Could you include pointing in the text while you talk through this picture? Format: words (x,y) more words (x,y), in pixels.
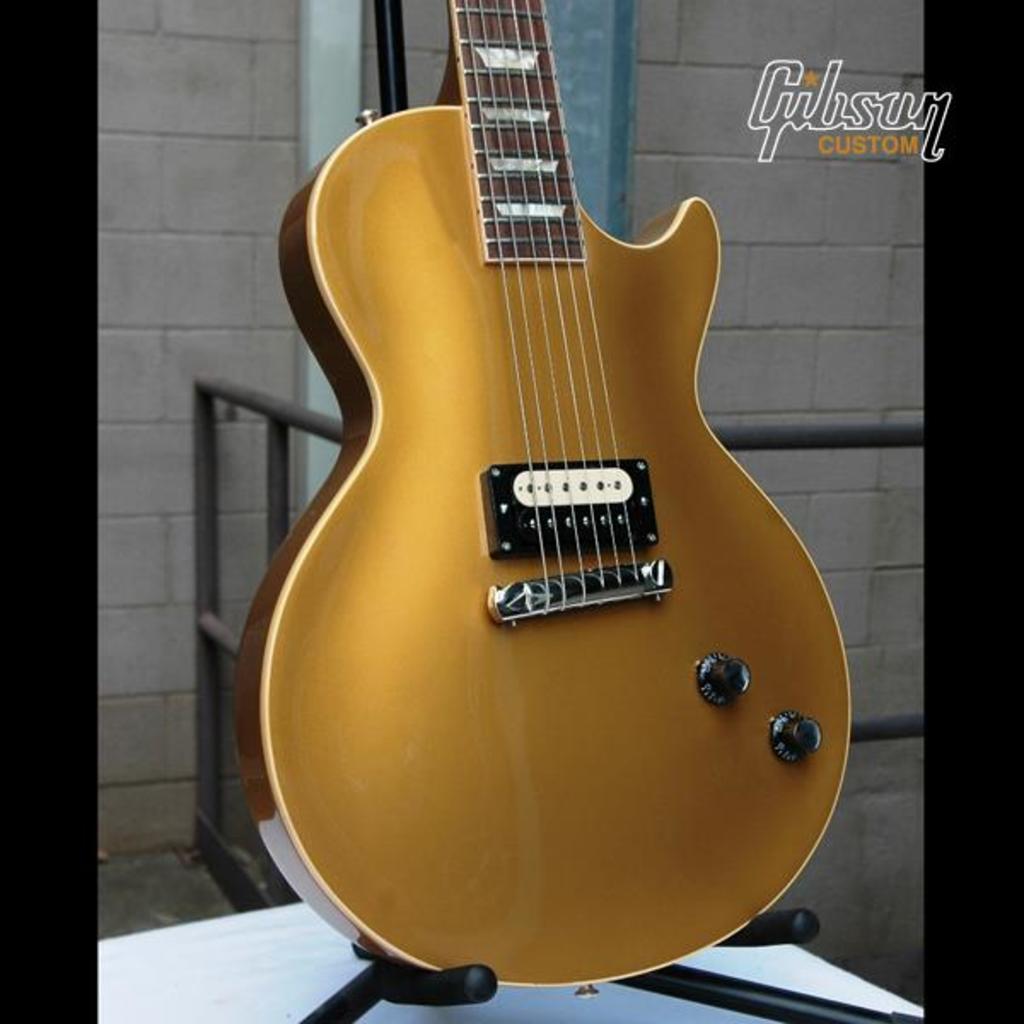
This picture about a guitar (529,374) in the background (251,306) we can see a wall (164,247) and some metal rods (207,413).
